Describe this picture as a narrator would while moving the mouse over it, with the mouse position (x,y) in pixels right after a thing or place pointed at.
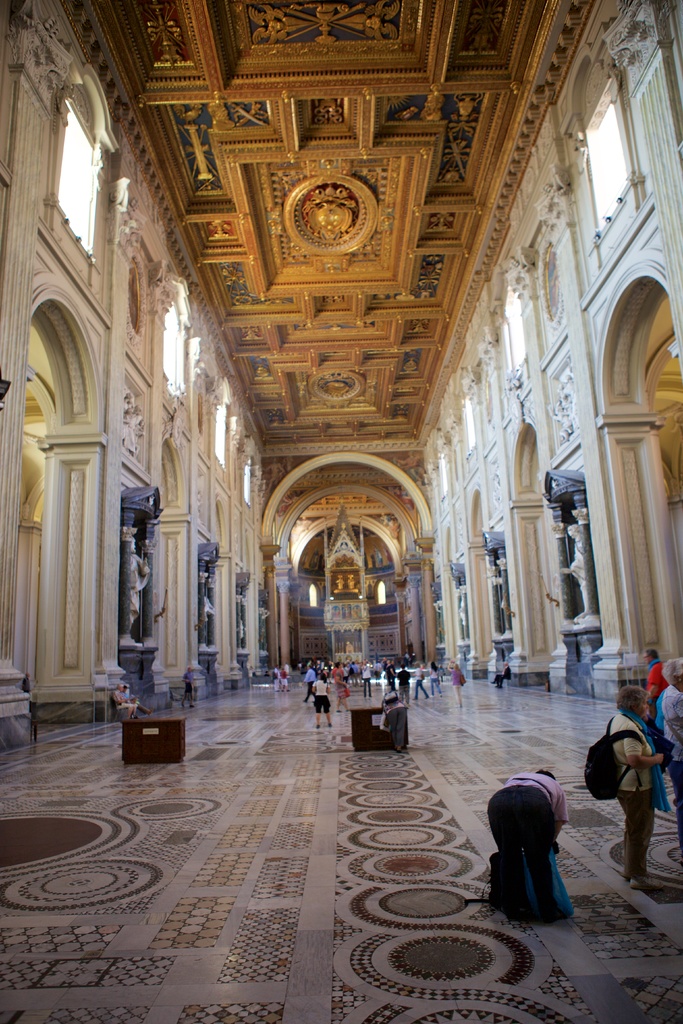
In this image, we can see people (402,749) inside in the building (401,646) and there are some tables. At the bottom (375,931), there is floor (351,837).
